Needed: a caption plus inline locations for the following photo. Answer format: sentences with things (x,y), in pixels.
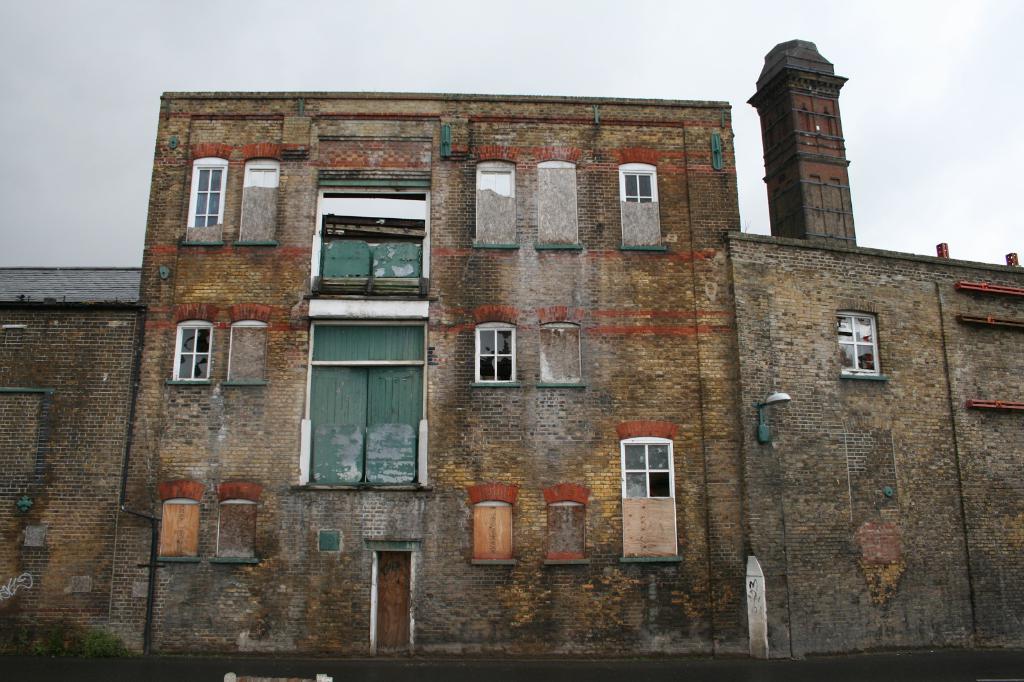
This picture is taken from outside of the building (295,453). In this image, we can see a building (472,437), door (397,435), glass window (499,369). On the right side (827,70) building (708,131), we can see a pillar (814,49). At the top (244,52), we can see a sky (219,31) which is cloudy.
